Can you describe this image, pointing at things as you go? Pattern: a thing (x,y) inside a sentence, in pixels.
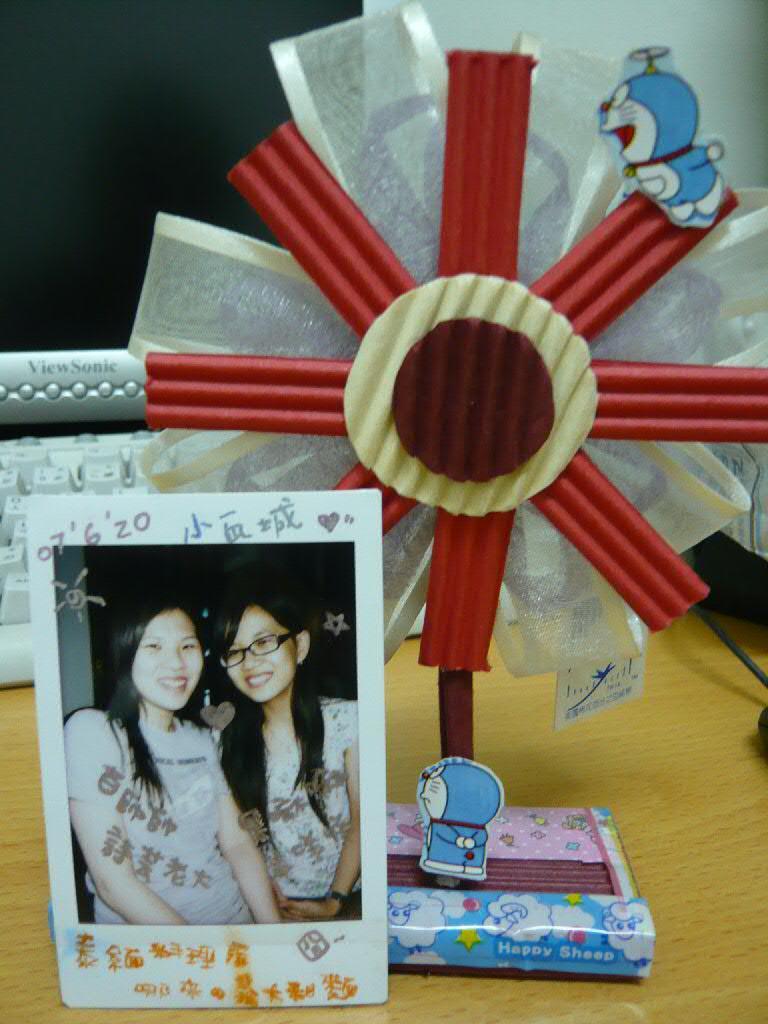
In this image we can see a photo frame (48,544) on a table (463,1011) in which we can see two women (272,830) standing. We can also see the monitor (71,350), keyboard (72,440) and some objects (501,781) which are placed on a table (506,753).
